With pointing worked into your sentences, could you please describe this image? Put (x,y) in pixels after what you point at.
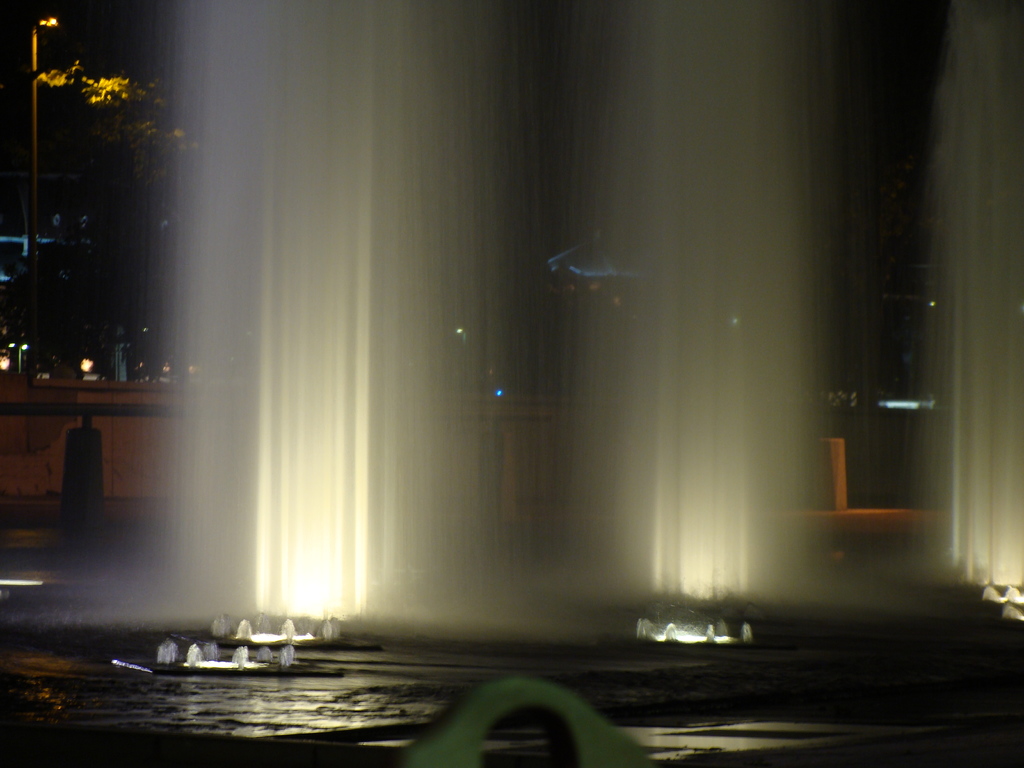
This picture is clicked outside. In the foreground (322,696) there is a water body (734,678) and we can see the fountains (632,263). In the background (65,76) we can see the trees (103,99), lights (51,16) attached to the poles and the buildings (118,355).
